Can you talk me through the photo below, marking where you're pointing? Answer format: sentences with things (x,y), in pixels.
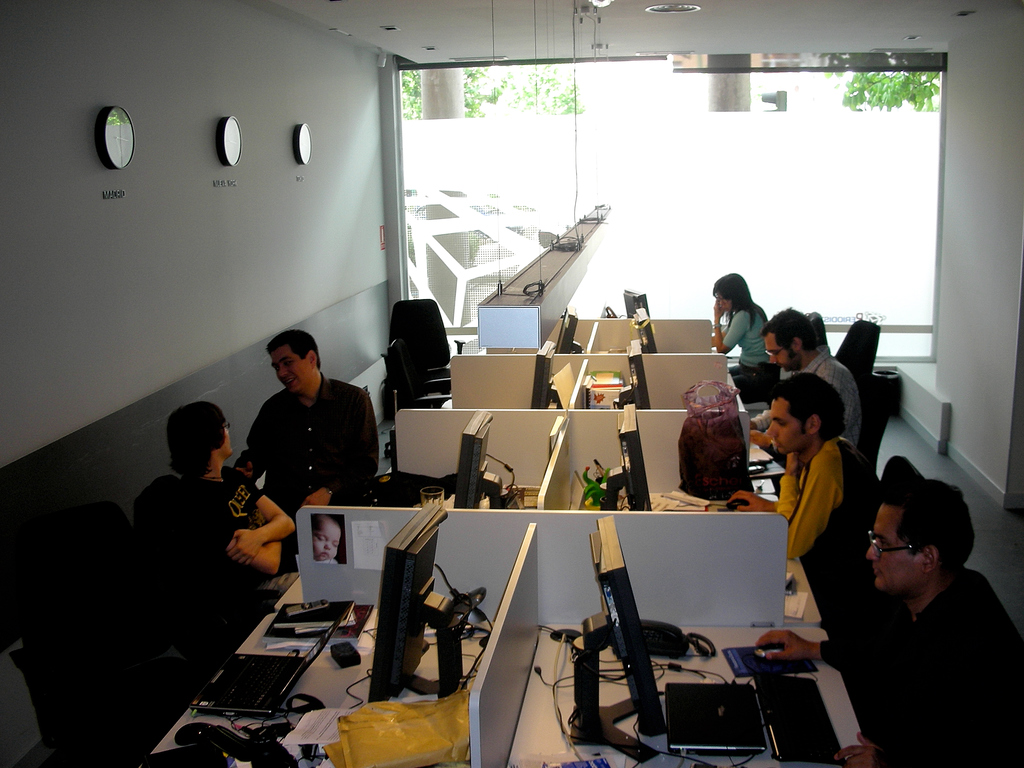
In this image we can see the inner view of a room (584,387) and there are a few people (941,544) sitting on chairs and we can see the cubicles (525,608) with computers (273,662) and some other objects (671,626). We can see the wall (239,404) with objects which looks like the clocks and in the background (574,296), we can see the glass window (404,81) and also there are some trees (407,101).
